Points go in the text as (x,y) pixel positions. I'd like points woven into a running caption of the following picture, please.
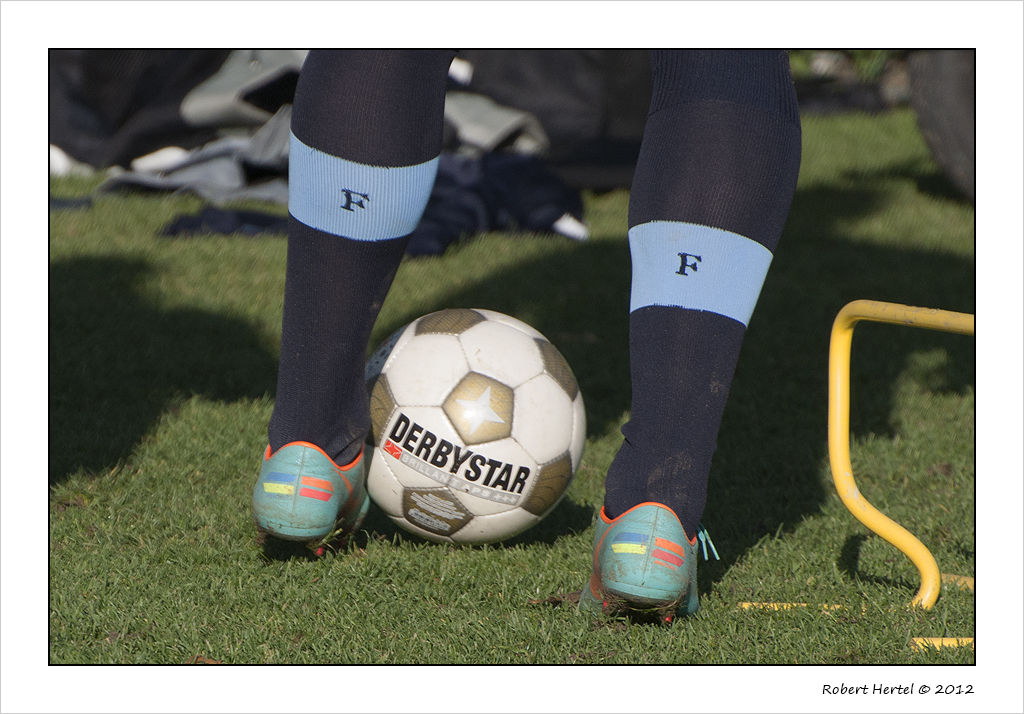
In the image there are two legs (333,350) of a person (321,344) and beside the left leg (327,331) there is a ball (387,444) on the ground (616,242) and the background (906,273) is blurry.
